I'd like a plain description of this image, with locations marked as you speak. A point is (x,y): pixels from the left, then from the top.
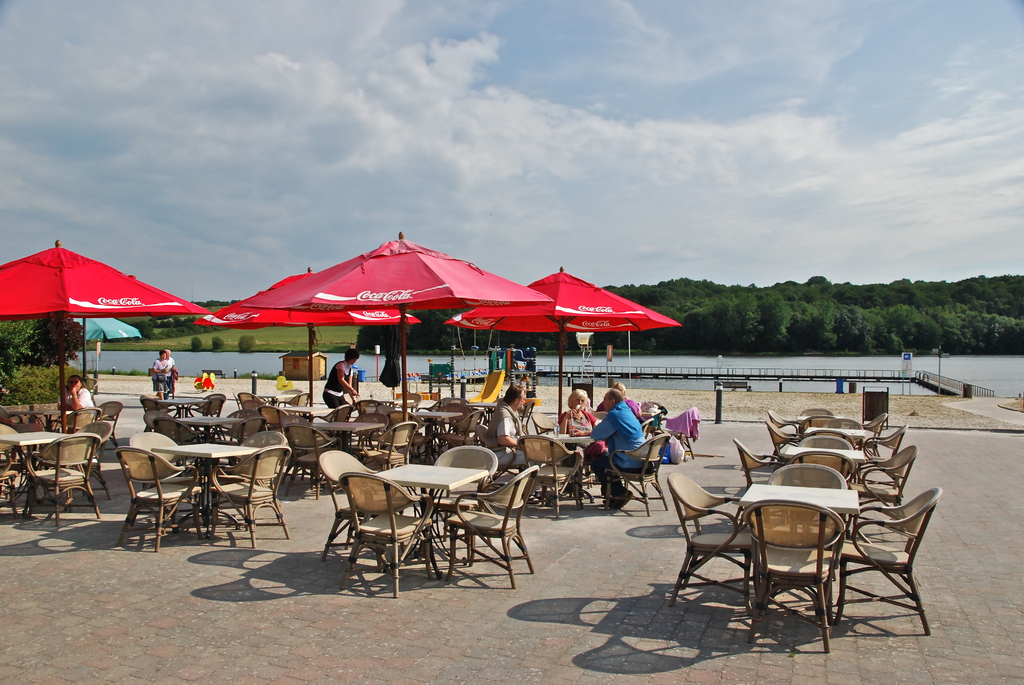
In this picture there are many people (73,394) with coca cola tent (549,325) on top of them. In the background (152,352) there is beautiful scenery (194,333) and a lake (995,364).
